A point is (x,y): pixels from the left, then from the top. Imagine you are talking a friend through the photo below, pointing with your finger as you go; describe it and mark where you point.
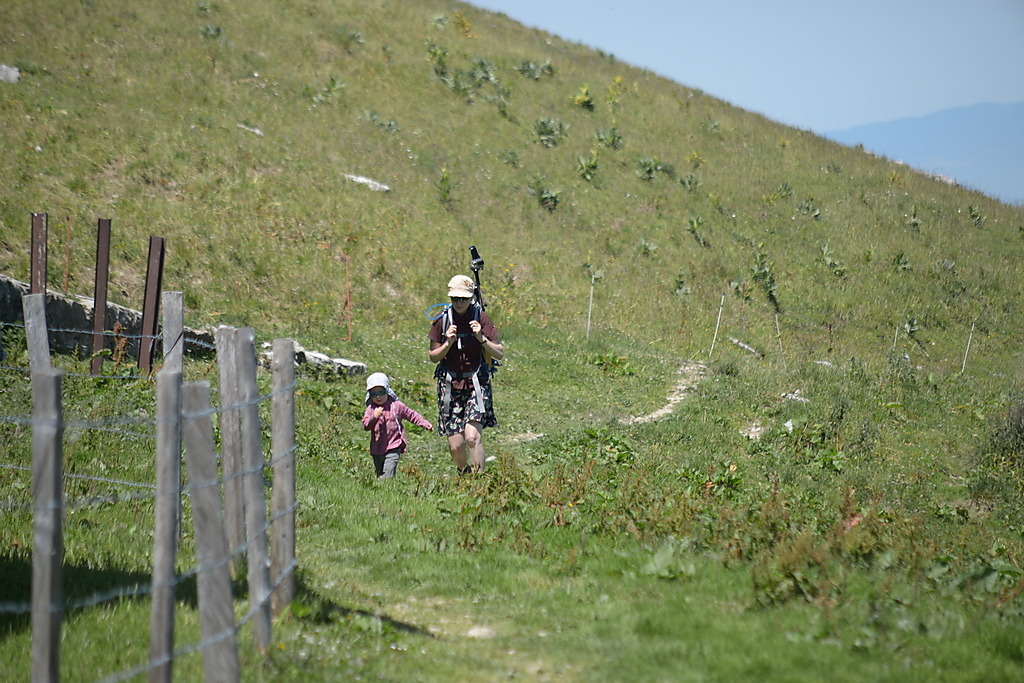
The woman (478,341) in brown T-shirt (462,347) and who is wearing a cap (463,293) and a backpack (451,325) is walking. Beside her, the girl (390,431) in pink jacket (379,426) is walking in the field (373,500). In the left bottom of the picture (264,552), we see a wooden fence (213,588). At the bottom of the picture (636,563), we see grass (619,161). At the top of the picture (691,25), we see the sky (697,39).
